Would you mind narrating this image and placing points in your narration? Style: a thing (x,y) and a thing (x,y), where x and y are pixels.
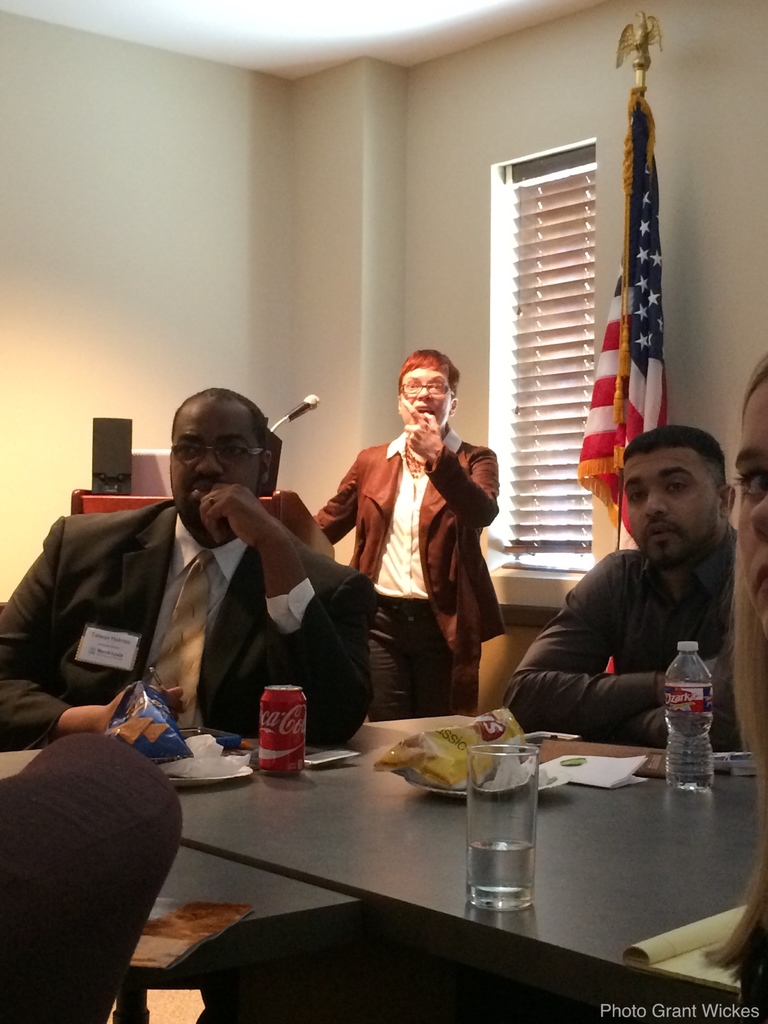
In the middle of the image (473,497) a woman (375,468) is standing. Behind her there is a podium (292,497) and there is a microphone (314,400). Bottom right side of the image (663,837) there is a table (699,914) on the table (591,840) there is a glass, bottle (670,783), papers (622,762), tin (296,763) and food products (122,701). Surrounding the table (706,806) few people (133,665) are sitting on chairs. Top right side of the image (657,203) there is a flag (605,432). Behind the flag (636,44) there is a wall (13,160) on the wall (605,228) there is a window (555,191). At the top of the image (475,8) there is a roof (471,19).
